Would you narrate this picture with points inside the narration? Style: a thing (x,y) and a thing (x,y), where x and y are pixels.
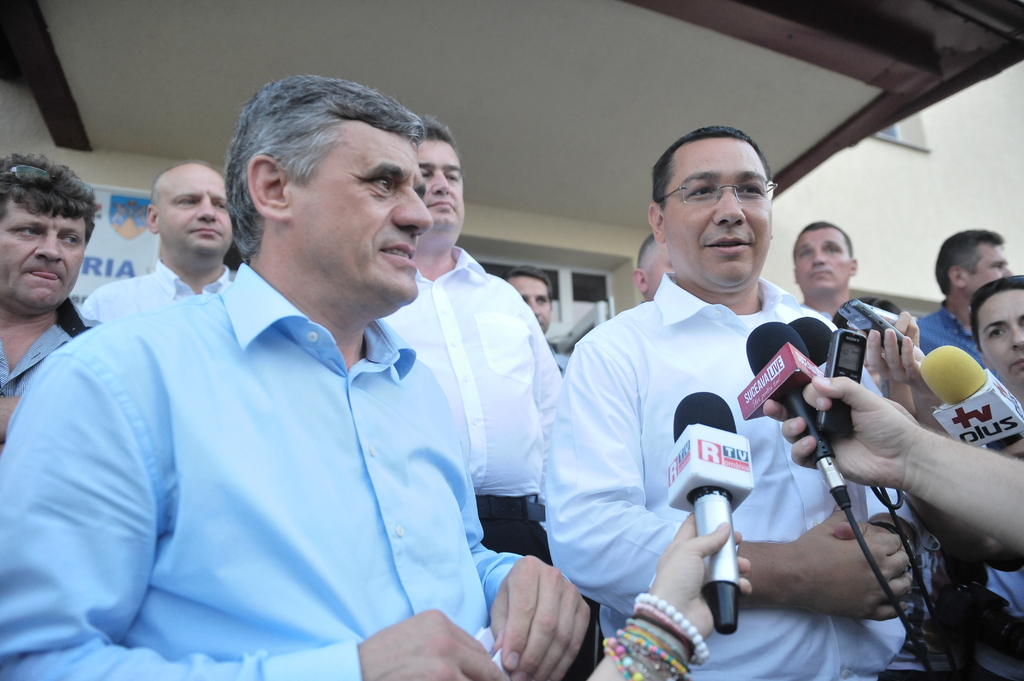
In the foreground of this image (503,339), there are men (520,417) standing and on the right (955,474), there are person's hands (739,562) holding mics (823,326) in front of a man (753,299). In the background (142,232), there is a board (105,228), wall (915,195) and the ceiling (565,88).
